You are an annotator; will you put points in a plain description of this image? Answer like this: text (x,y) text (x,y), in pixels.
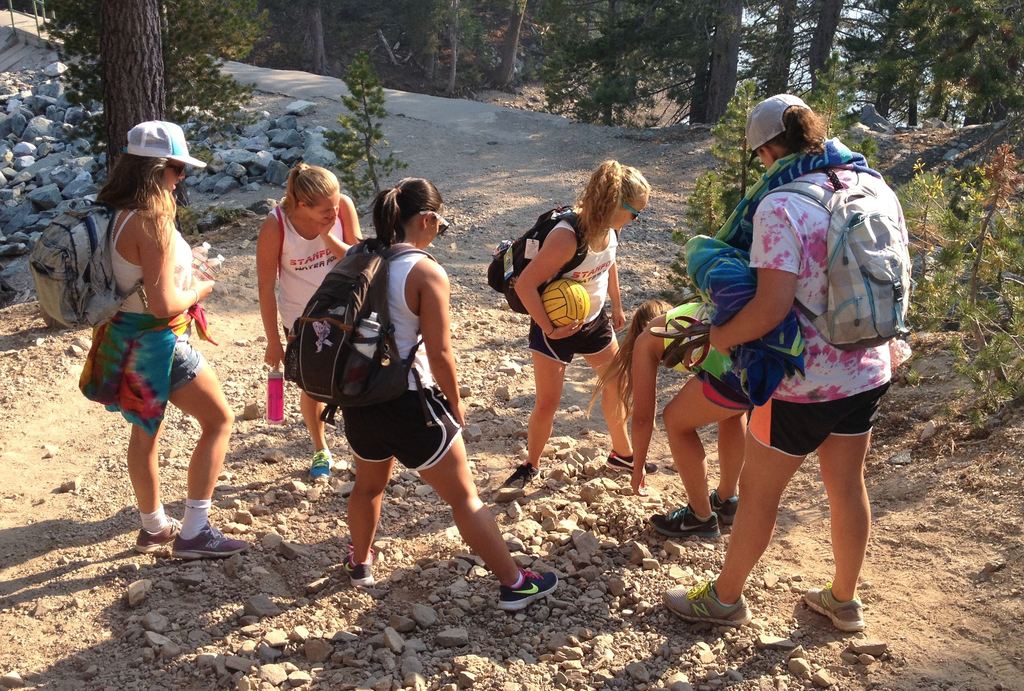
In this image there are groups of women (173,228) standing, they are wearing bags (333,304), they are holding an object (731,258), there are plants (944,193) towards the right of the image (960,228), there are trees (575,42) towards the top of the image (507,39), there are rocks (67,141) towards the left of the image (18,112), there is a ground (132,589) towards the bottom of the image (337,613), there are stones (539,563) on the ground (532,616).
